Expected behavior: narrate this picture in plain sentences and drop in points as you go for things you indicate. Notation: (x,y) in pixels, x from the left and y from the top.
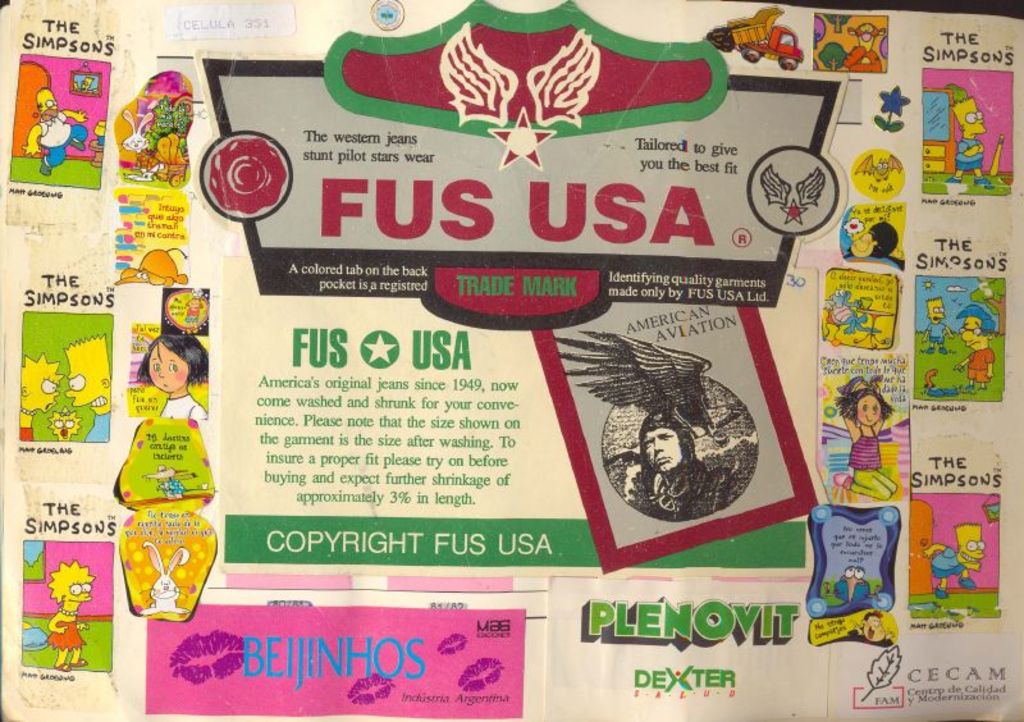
It is the picture of some poster (485,168) with a lot of animated conversations (866,528) and some information (432,303) in the middle (380,282).
